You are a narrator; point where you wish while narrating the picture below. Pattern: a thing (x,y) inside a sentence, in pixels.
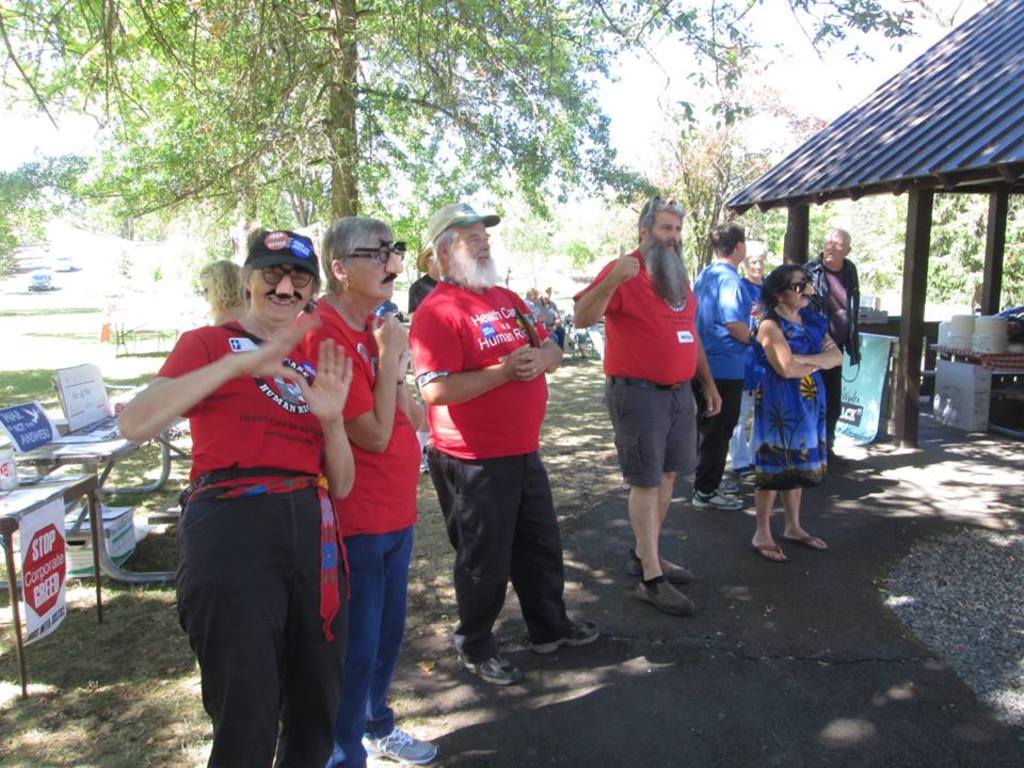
This picture is clicked outside. In the center (652,277) we can see the group of persons (794,368) standing on the ground (894,511). On the right corner (968,80) we can see the shed (966,97) and there are some objects (888,351) placed on the ground (58,637). In the background (740,49) we can see the sky (820,27), trees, vehicles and many other objects (576,356).
